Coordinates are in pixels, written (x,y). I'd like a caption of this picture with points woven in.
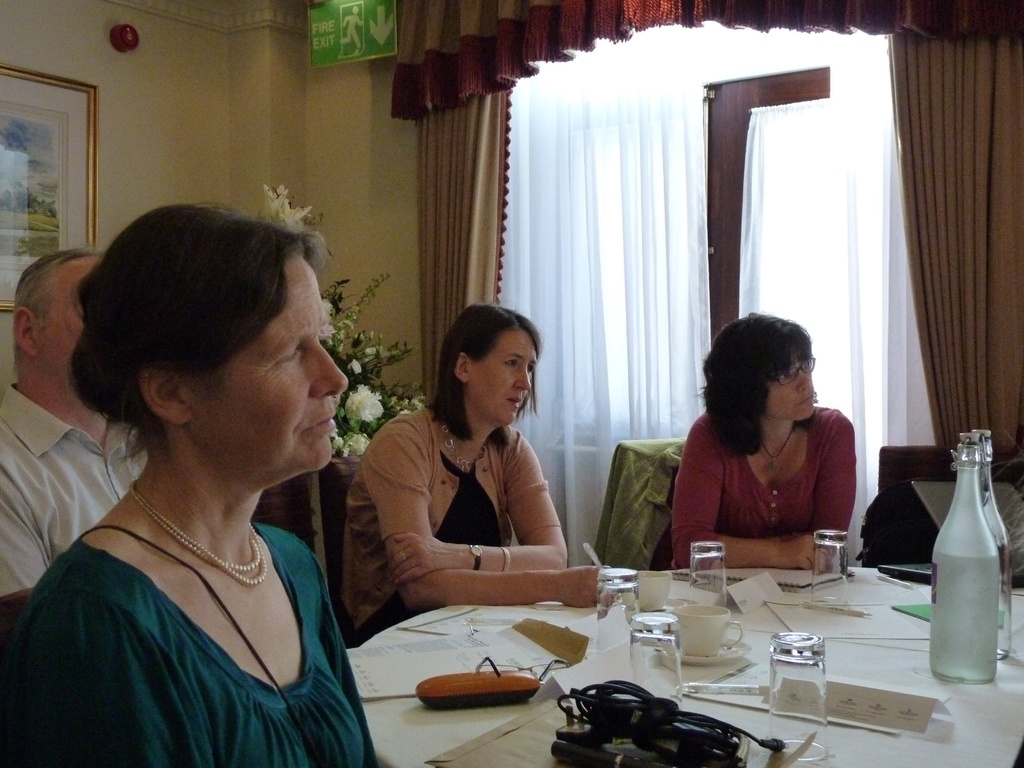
In this image I can see few people (198,634) are sitting on chairs (901,472). Here on this table (418,756) I can see few bottles (962,621) and few glasses (617,596). In the background (368,419) I can see a plant (377,421), a frame (93,171) on this wall (135,160) and a curtain (757,252) on this window (727,239).
